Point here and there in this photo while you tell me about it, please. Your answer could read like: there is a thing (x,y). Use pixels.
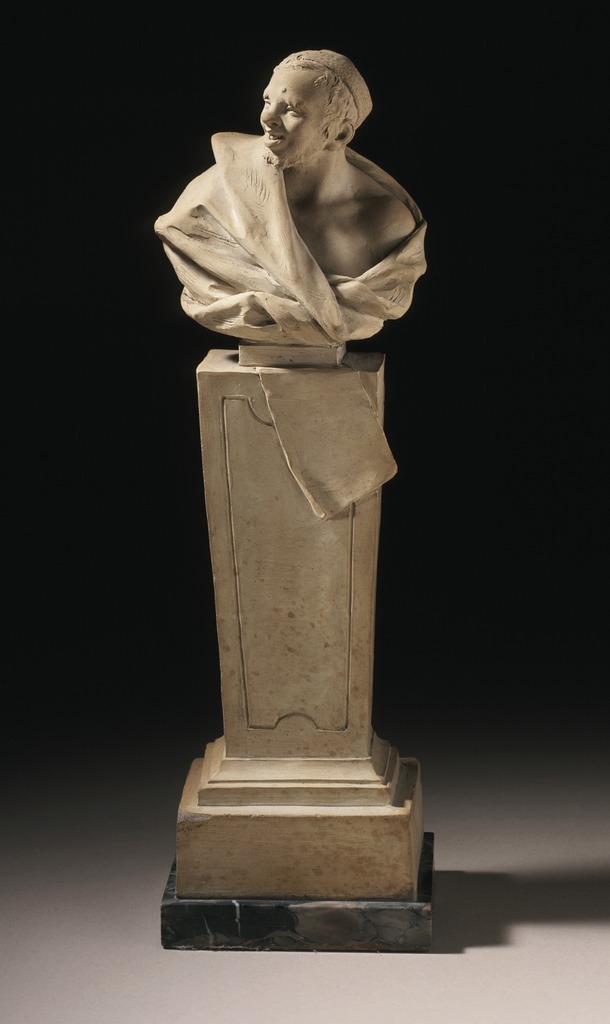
In this image I can see a statue (402,782). The background (4,243) is dark.
